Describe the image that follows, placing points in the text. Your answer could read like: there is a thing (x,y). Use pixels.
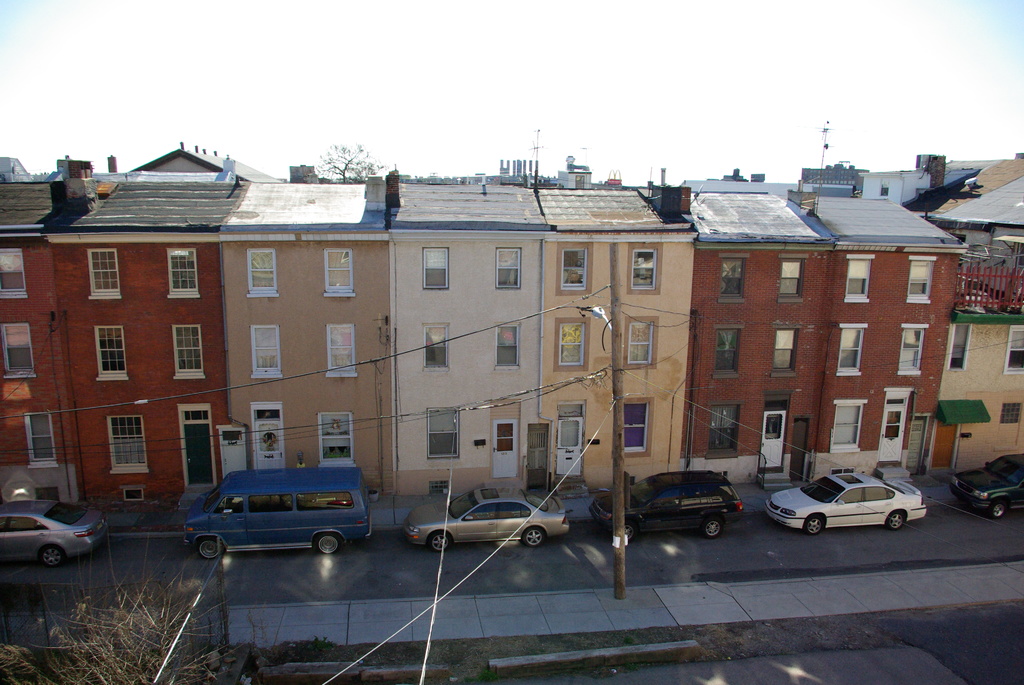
This image consists of many buildings (607,382) along with door (889,419) and windows (731,332). At the bottom (455,535), there are cars (91,521) parked on the road (110,553). And we can see a plant (210,652). At the top (370,92), there is the sky (253,88).
